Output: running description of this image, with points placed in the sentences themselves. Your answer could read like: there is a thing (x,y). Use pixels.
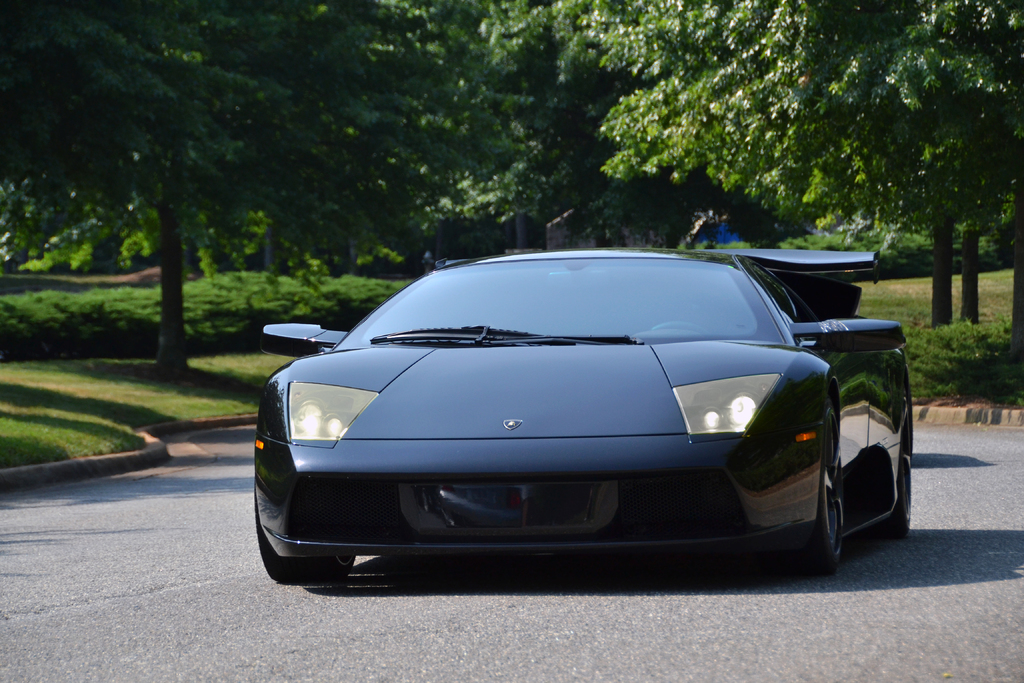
In the middle of the image (557,423) we can see a car (576,426) on the road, in the background (219,109) we can find grass (203,367), few plants (216,310), trees (620,188) and a house (562,245).
